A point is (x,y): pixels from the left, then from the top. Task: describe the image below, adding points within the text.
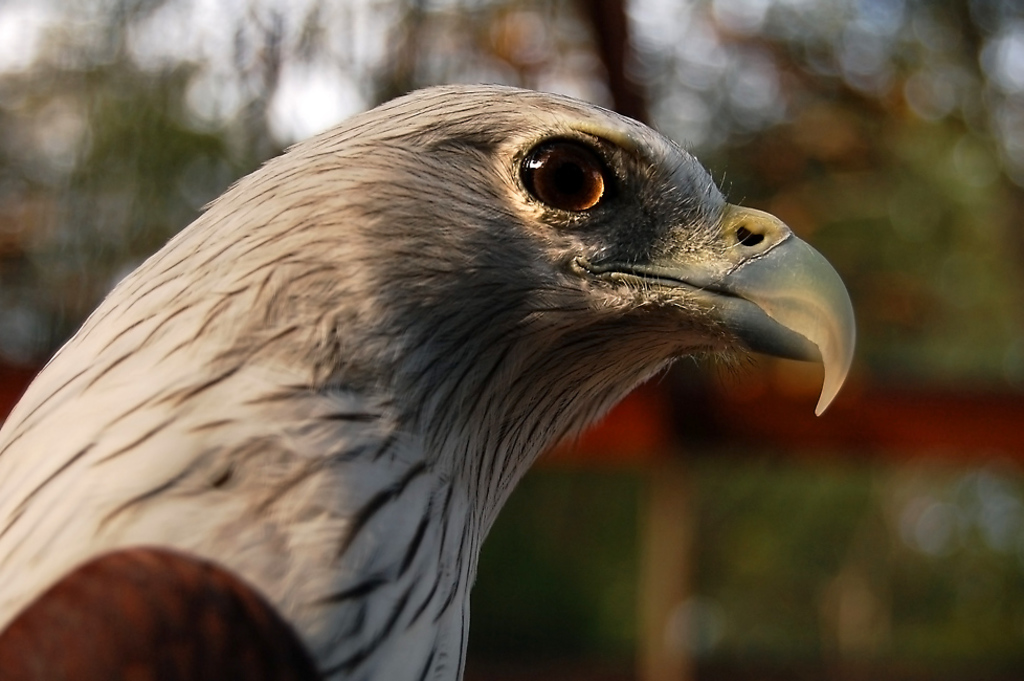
In this image I can see a bird (267,474) which is in white and brown color. And there is a blurred background (880,473).
